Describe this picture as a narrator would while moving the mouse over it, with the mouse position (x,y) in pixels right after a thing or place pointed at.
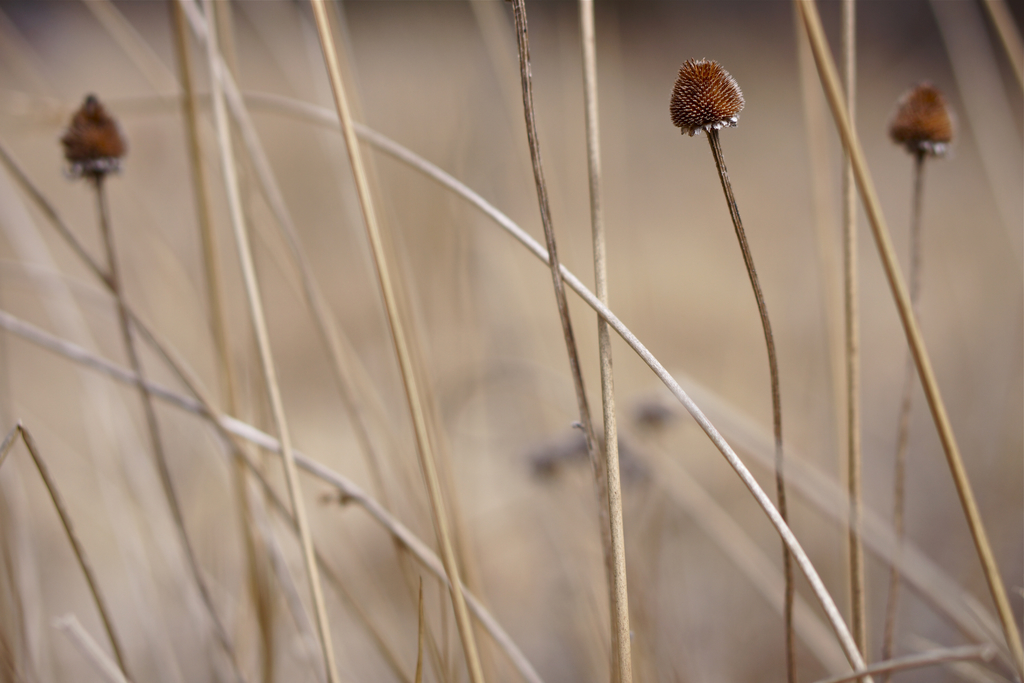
There are three flower buds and in the background (344,390) we can see it is blurry.
